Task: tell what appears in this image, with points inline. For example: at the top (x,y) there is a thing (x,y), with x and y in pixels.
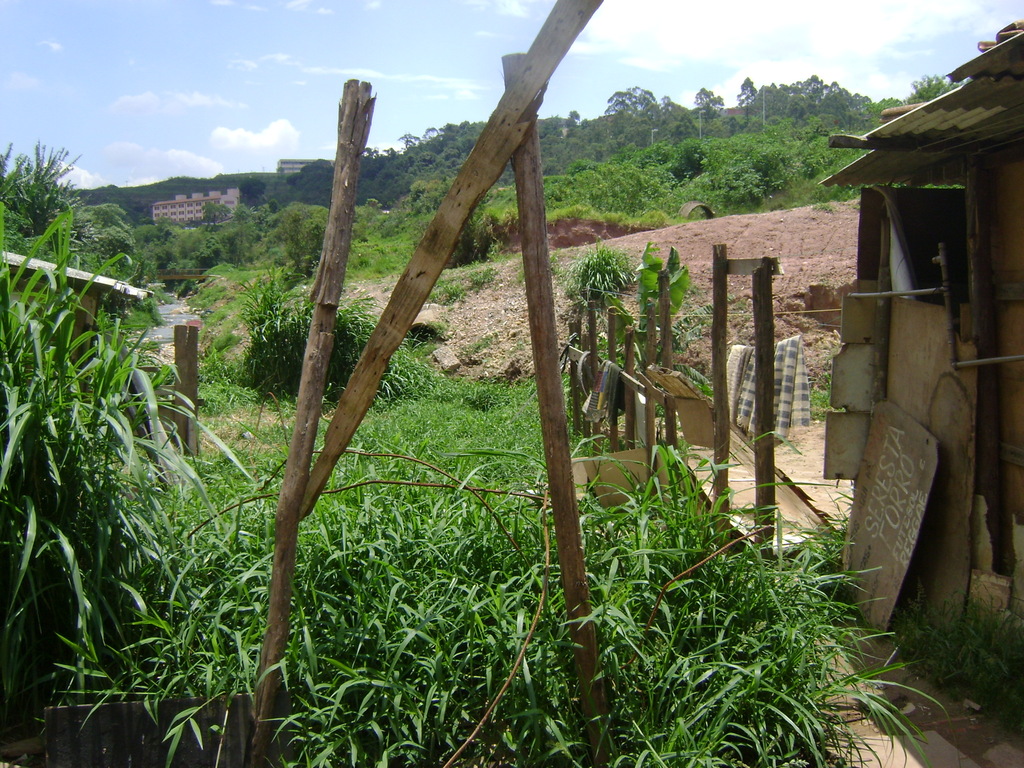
In this image we can see the house (878,231) with a roof (952,145) a shed (918,104). We can also see the grass (396,551), plants (618,283) and also the trees (656,198). We can also see the building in the background (152,212). We can see some wooden sticks (534,148). Sky (296,36) is also visible with the clouds (789,20). We can see the clothes (733,373).
